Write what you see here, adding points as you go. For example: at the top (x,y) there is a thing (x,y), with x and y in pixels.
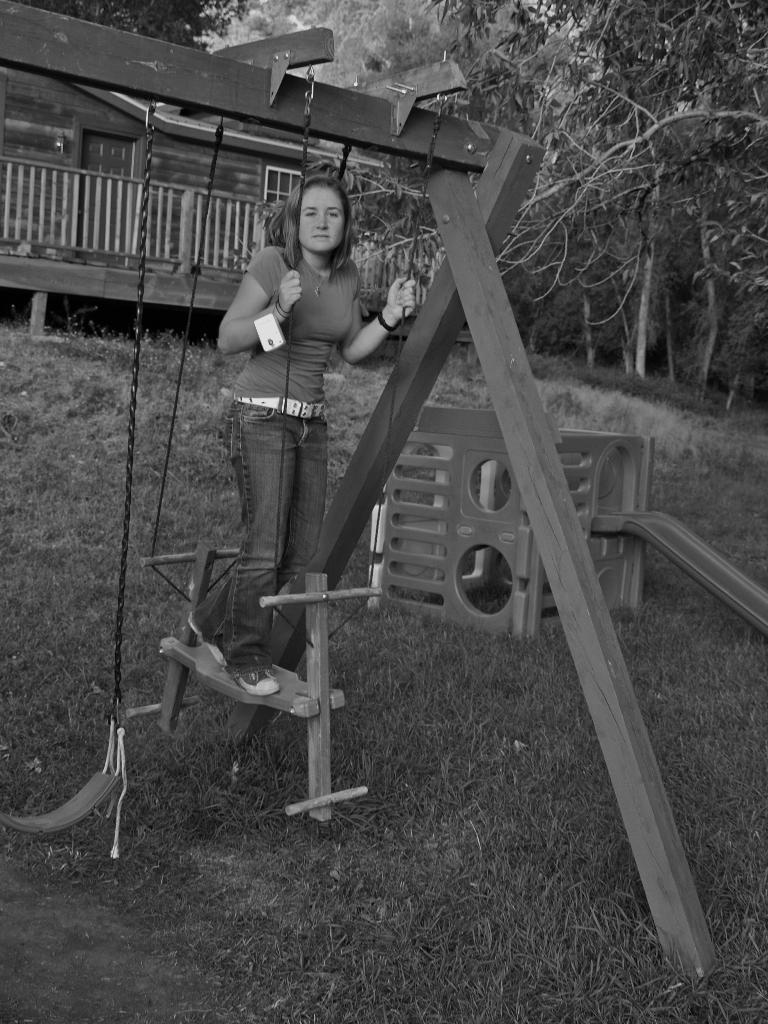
In the image I can see a lady (263,490) on the wooden thing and to the side there is a swing (75,821) and also I can see a house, trees (739,189) and some other things (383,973) around.
